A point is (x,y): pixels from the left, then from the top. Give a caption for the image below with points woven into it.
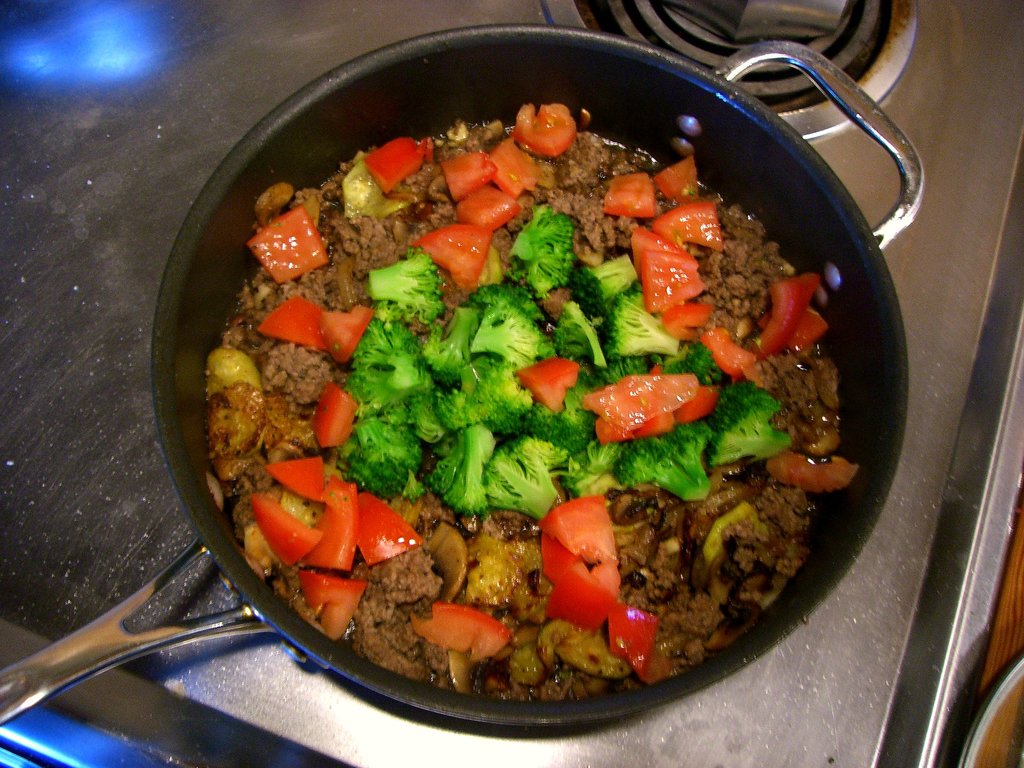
In this image we can see group of vegetables (652,464) and food (632,554) placed in a pan (226,314) kept on the stove (789,75).
